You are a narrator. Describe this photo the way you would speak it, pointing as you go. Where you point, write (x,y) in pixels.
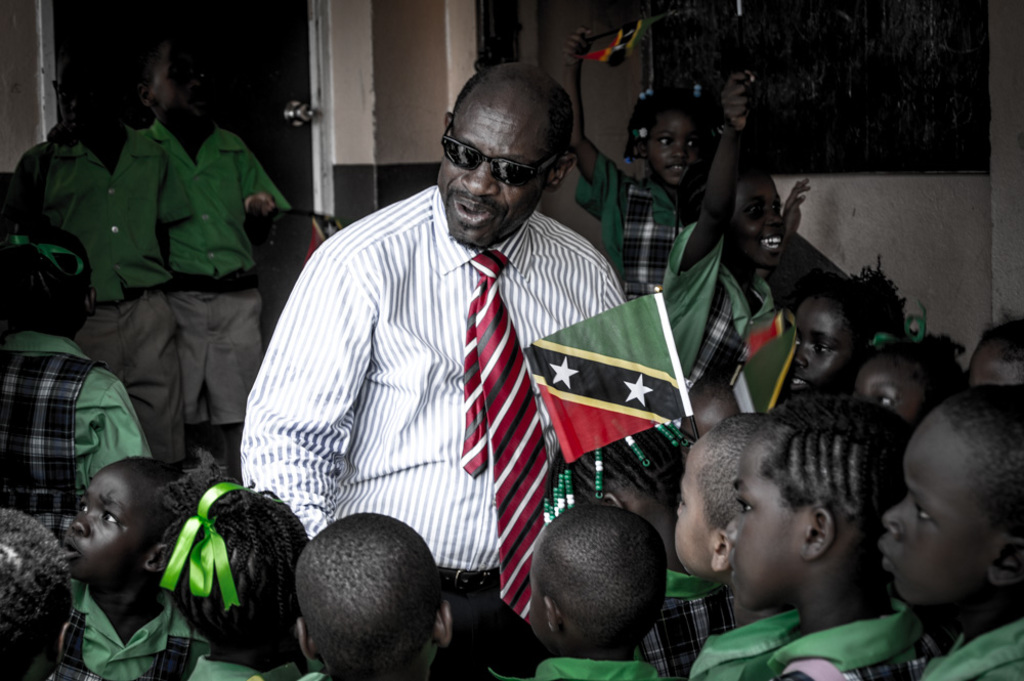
In this picture we can see a few kids (643,602) from left to right. We can see some kids (686,301) holding flags (594,339). There is a man (519,178) wearing goggles (468,163). We can see a door (254,107) and a door handle (306,108) on the left side (244,107).
